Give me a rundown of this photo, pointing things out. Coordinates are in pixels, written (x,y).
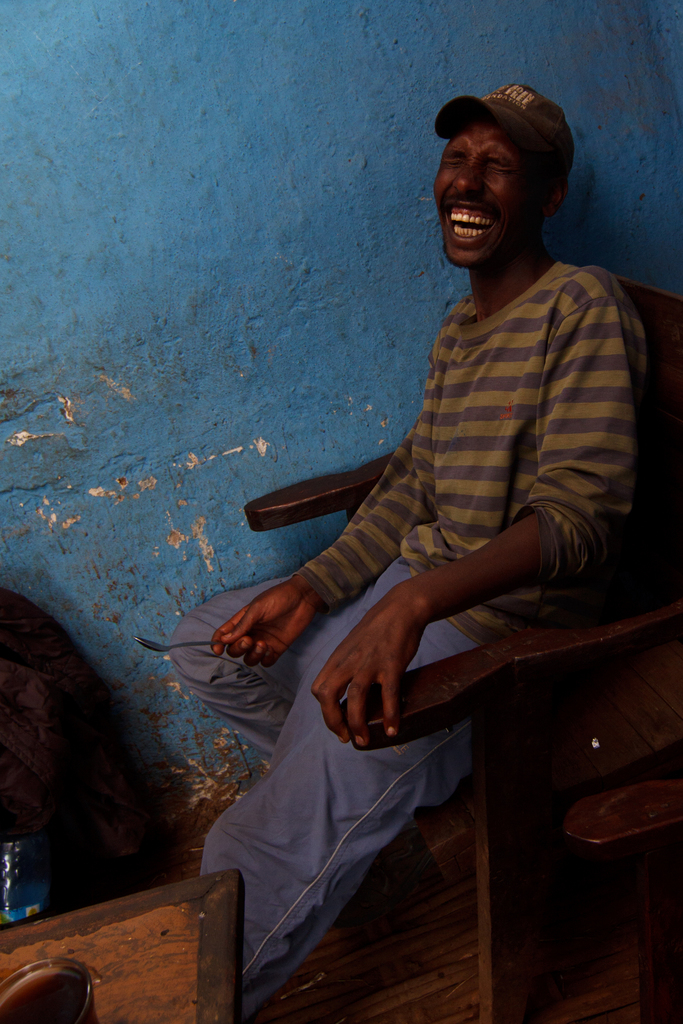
In this image we can see a person (492,577) sitting on a chair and person (300,672) is holding a spoon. Behind the person (328,629) there is a wall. In the bottom left (54,988) we can see a wooden object (97,968) and a few objects (49,972).
